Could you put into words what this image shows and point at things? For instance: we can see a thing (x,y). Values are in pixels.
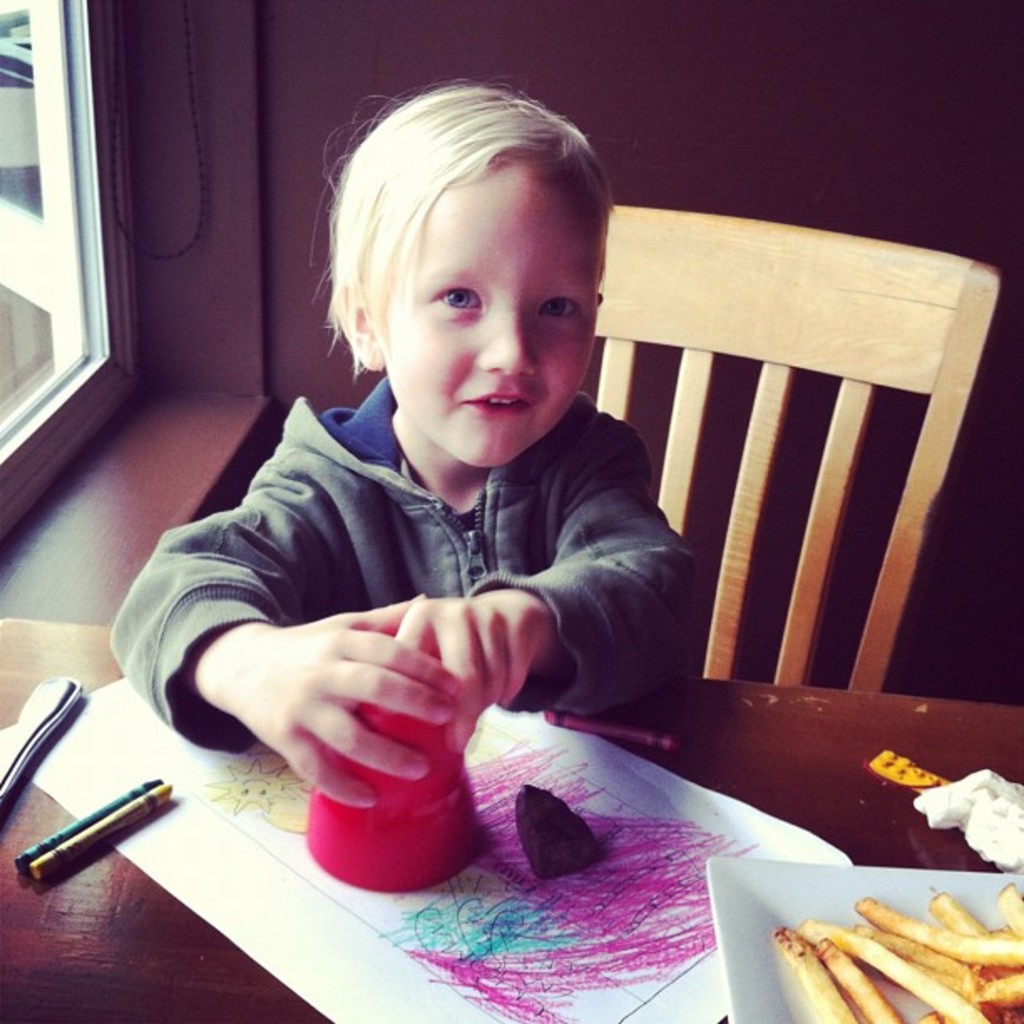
Boy (502,414) sitting on the chair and on the table (810,767) we have glass (359,851), paper (256,863), pen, tray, food (954,955) and in the side there is window (75,316) and wall (515,63).
